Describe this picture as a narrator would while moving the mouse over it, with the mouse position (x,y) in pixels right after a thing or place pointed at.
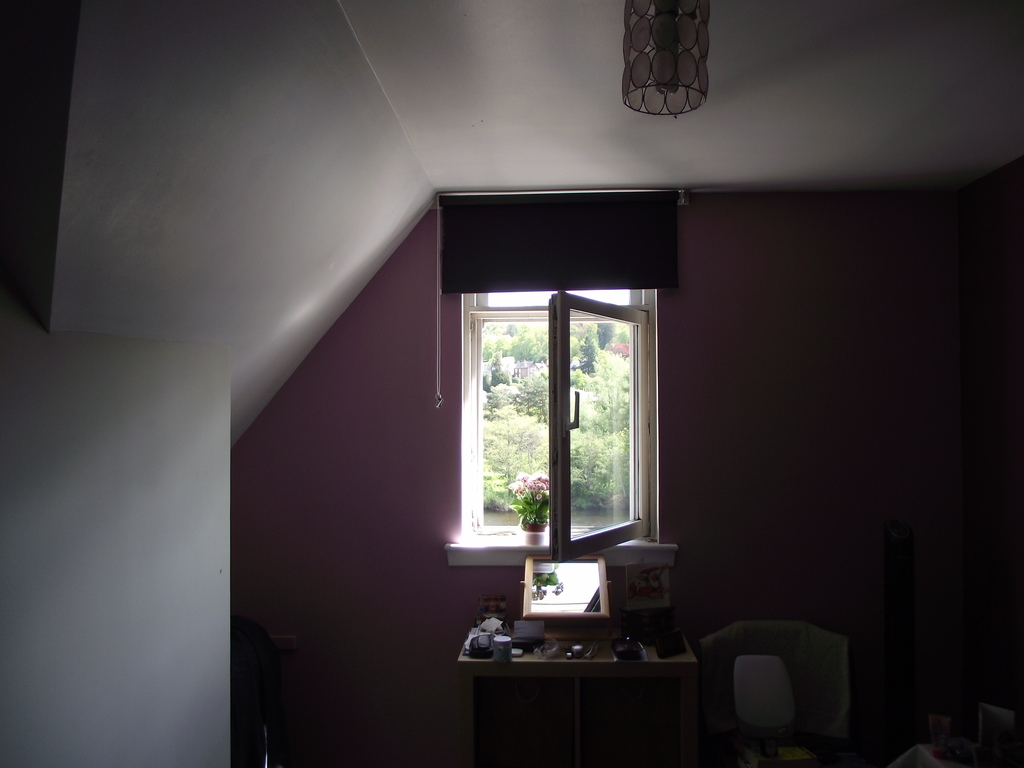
In this image, we can see a walls (404,568). Here there is a glass window (617,472), flower plants (536,496) with pot (535,537). At the bottom (620,627), we can see a desk (673,737) few objects (620,627) are placed on it. Here we can see so many things (726,699). Through the glass window (592,417) we can see the outside view (511,414). Here there are so many trees (587,404) we can see. Top of the image (515,182), there is a white ceiling (564,86) and light (664,97).
